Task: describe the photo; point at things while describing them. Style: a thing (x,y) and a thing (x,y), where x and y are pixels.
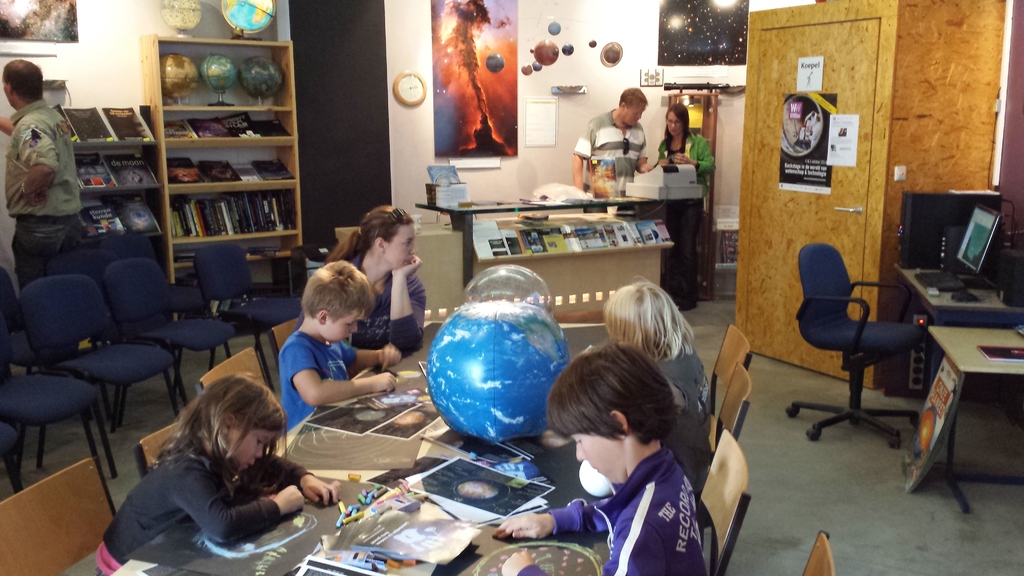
In this picture we can see some persons (135,547) are sitting on the chairs (80,526). This is table (366,489). On the table (540,451) there are papers (350,550), and a ball (465,381). This is floor (891,542). Here we can see two persons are standing on the floor (715,314). This is cupboard (768,189). On the background (479,131) there is a wall (421,6) and this is frame (489,48). There is a clock (415,93) and this is rack (216,189).
